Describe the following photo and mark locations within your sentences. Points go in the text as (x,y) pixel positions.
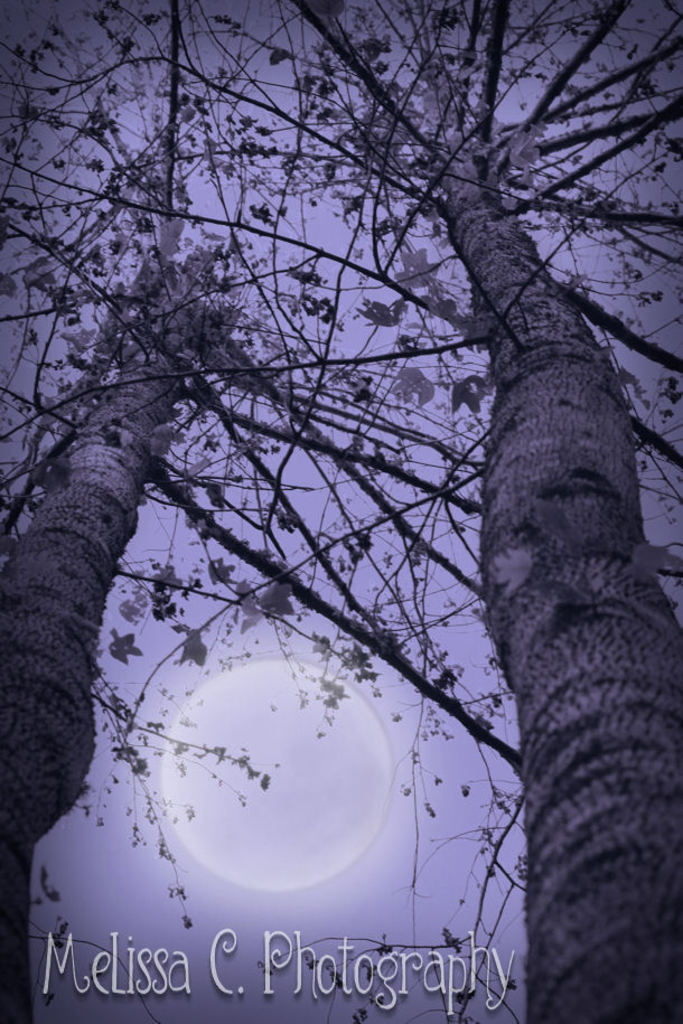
In this image at front (46,802) there are trees (415,752). At the background (198,880) there is sky (139,886) and we can see moon (234,837).
